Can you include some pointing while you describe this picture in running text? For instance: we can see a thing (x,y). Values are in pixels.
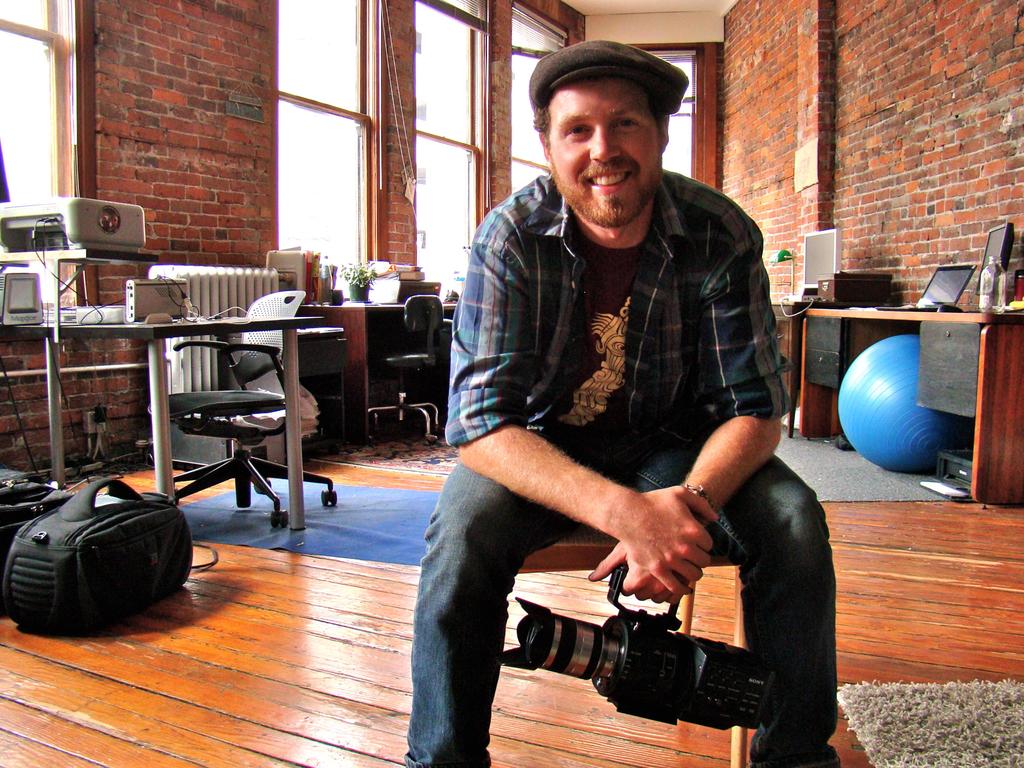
There is a man (547,498) sitting on the chair (580,548) holding a video recorder (619,641). This is a table (167,334) with some objects (153,322) placed on it. I can see an empty chairs (260,359). This is an exercise ball (886,414) which is of blue color. I can see a desk (967,313) with computers (1001,229) and laptops (941,302) are placed on it. This a bag (120,569) which is placed on the floor (182,610). At background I can see a small flower pot (365,273) placed on the table (367,311). This is a window (440,137).
